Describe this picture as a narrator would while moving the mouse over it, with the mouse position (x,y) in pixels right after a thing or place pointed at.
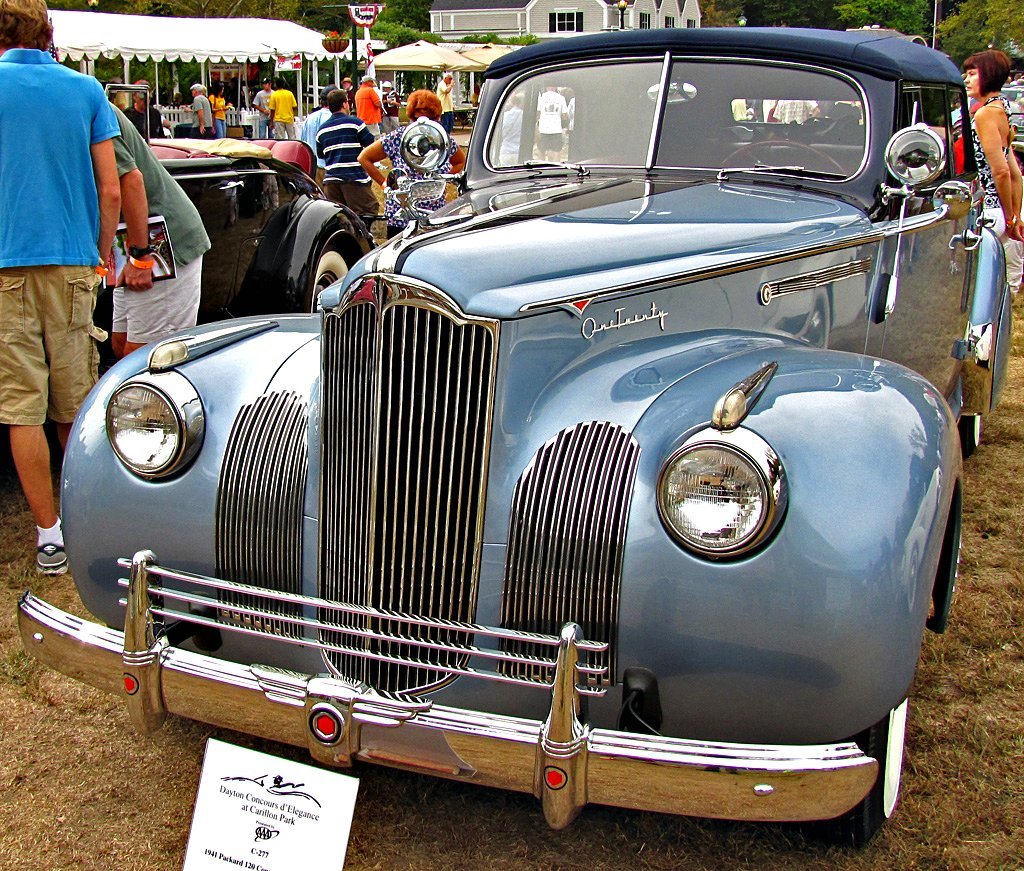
In the foreground of this image (699,567), there is a car (477,598) on the ground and in the background (385,176), there are few persons (430,104) are standing on the ground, few vehicles (247,155), trees (981,8), a building (520,0), sign boards (366,8) and a tent (236,60).
